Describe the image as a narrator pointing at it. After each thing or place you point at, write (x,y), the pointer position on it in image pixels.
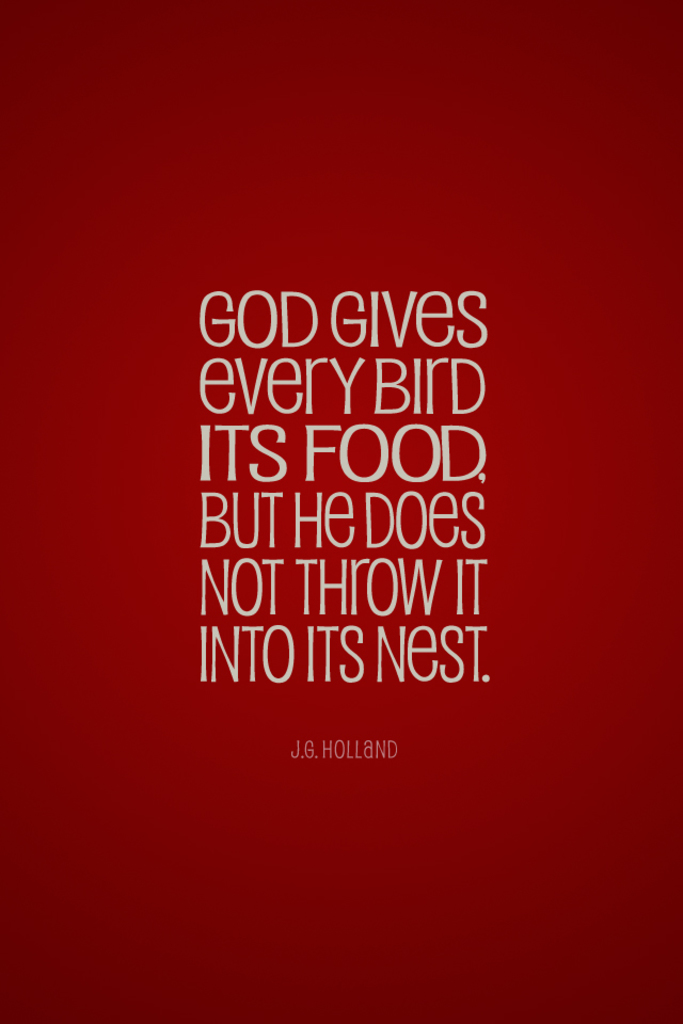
In this image we can see some text (348,607).
